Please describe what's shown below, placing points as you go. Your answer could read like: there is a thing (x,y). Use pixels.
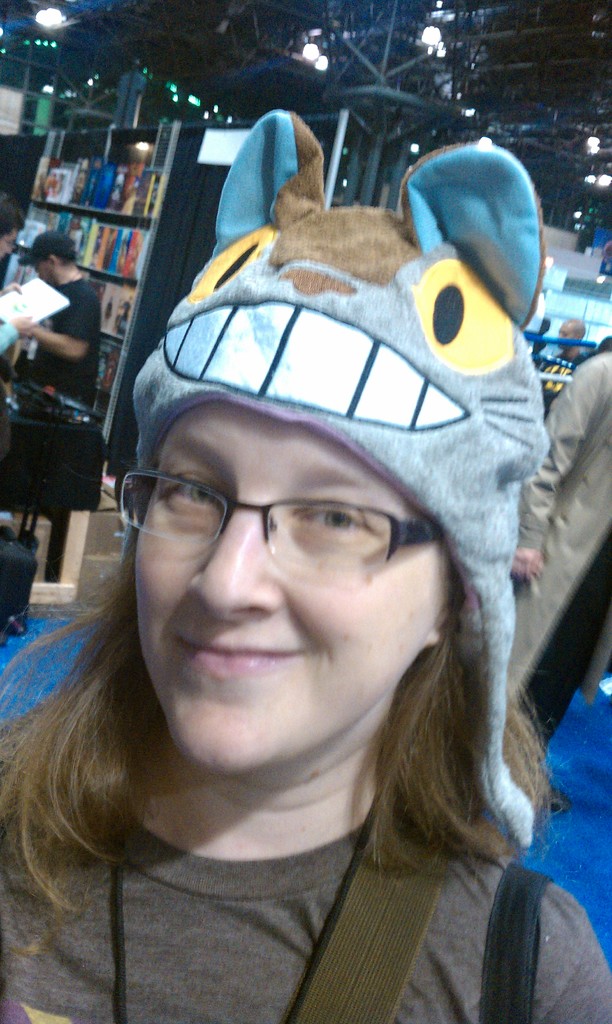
In this picture there is a woman (287,570) who is wearing cap (325,306), spectacle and t-shirt (231,911). She is smiling. In the back (577,655) I can see many people (575,458) who are standing near to the wooden shelves (99,394). On the shelves (117,386) I can see many books (106,381). At the top (426,33) I can see the lights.
